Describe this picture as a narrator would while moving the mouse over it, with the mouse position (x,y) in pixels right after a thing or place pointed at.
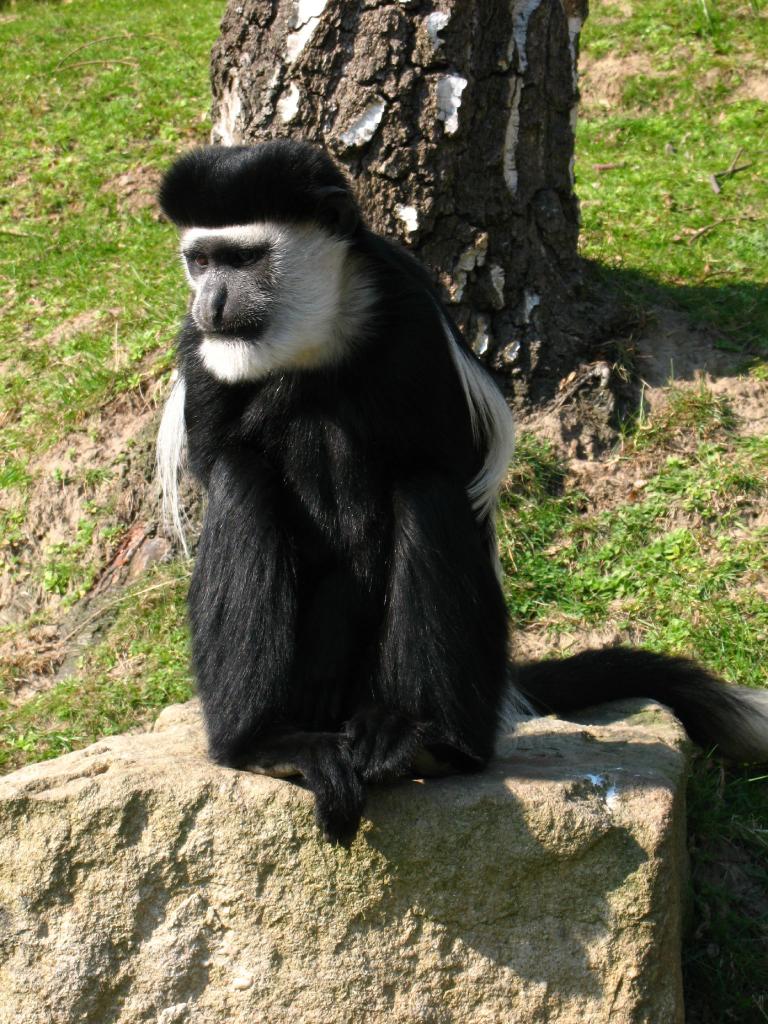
In this image I can see a stone (236,777) and on it I can see a black and white colour monkey (336,460). In the background (503,375) I can see grass (47,128) and a tree trunk (465,160).
